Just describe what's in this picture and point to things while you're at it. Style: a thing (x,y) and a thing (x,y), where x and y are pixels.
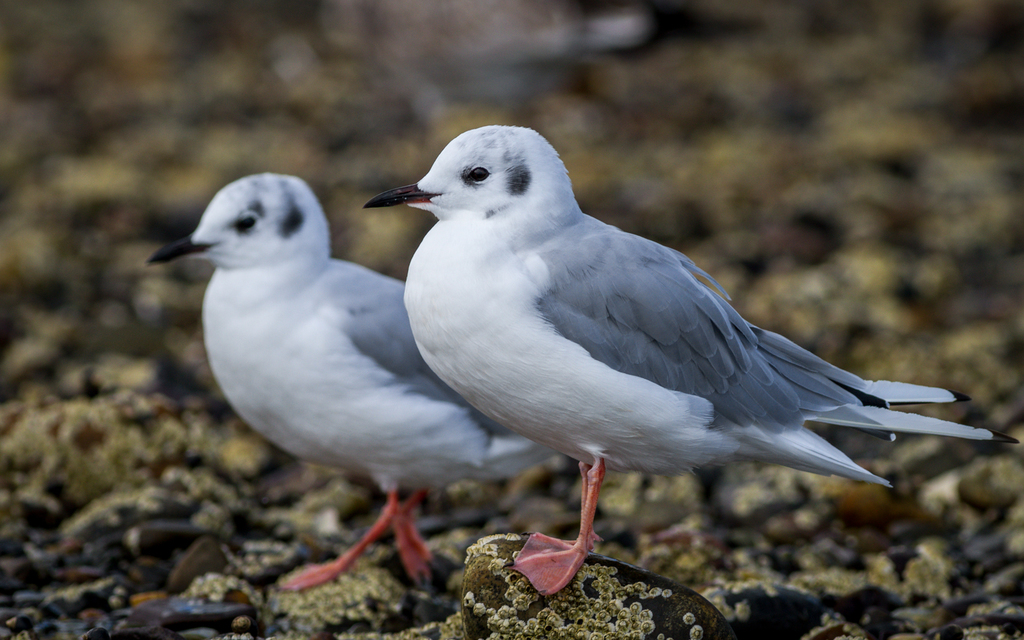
At the bottom of the image (369,438) on the stones (288,517) there are two birds (309,361). Behind them there is a blur background (939,178).
